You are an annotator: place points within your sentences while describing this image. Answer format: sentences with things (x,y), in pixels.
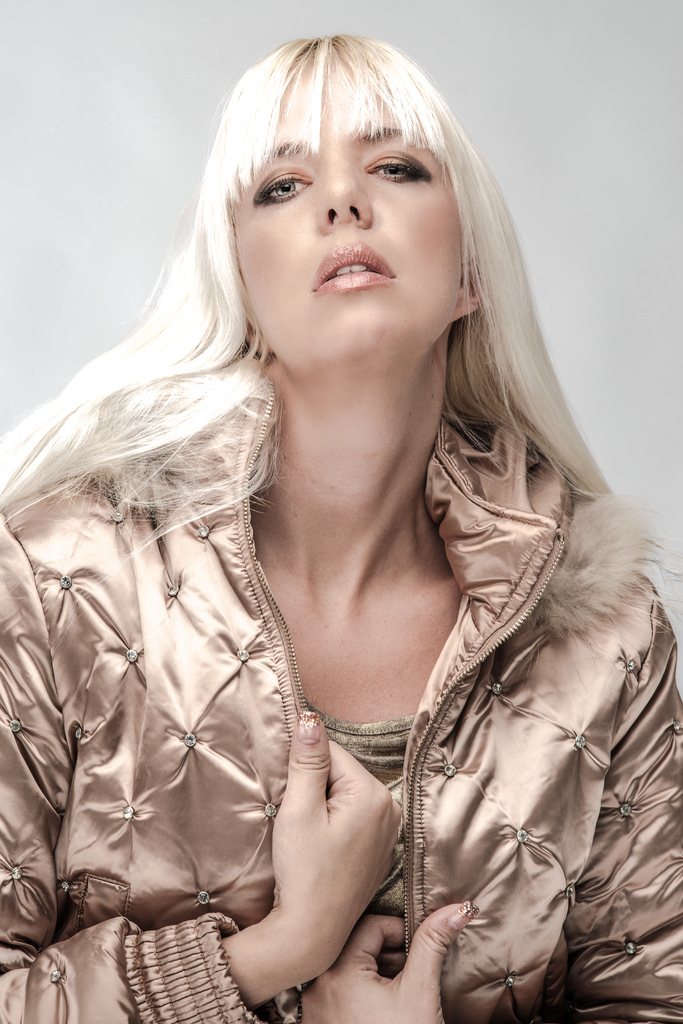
In this image I can see a woman (556,746) in the foreground (549,811), having white hair (434,117) and wearing a jacket (82,550).
